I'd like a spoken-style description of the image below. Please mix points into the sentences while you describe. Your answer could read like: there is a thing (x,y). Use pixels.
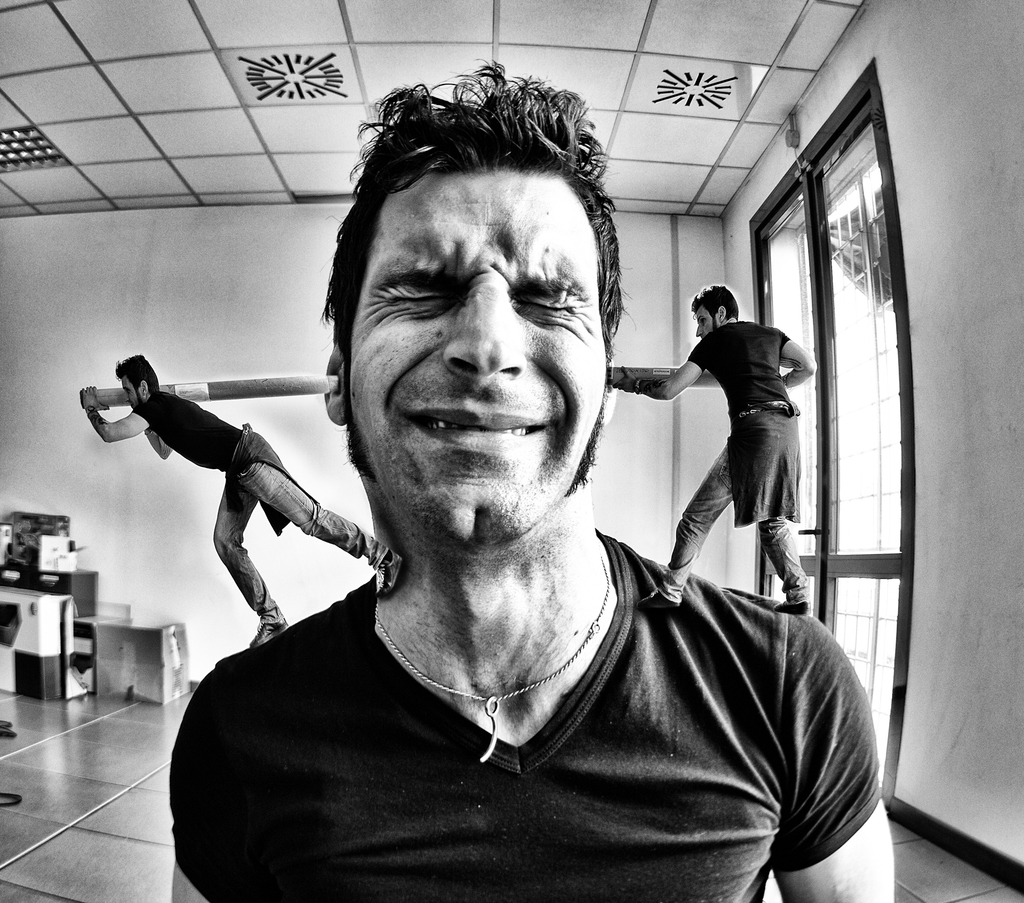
In this picture there is a man (506,592) who is wearing black t-shirt (668,791) and locket (496,717). On his shoulder (234,714) we can see two persons (730,316) are holding the sticks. On the left (1,542) we can see some boxes (109,615) near to the wall (12,507). On the right (812,458) there is a door (903,622).
